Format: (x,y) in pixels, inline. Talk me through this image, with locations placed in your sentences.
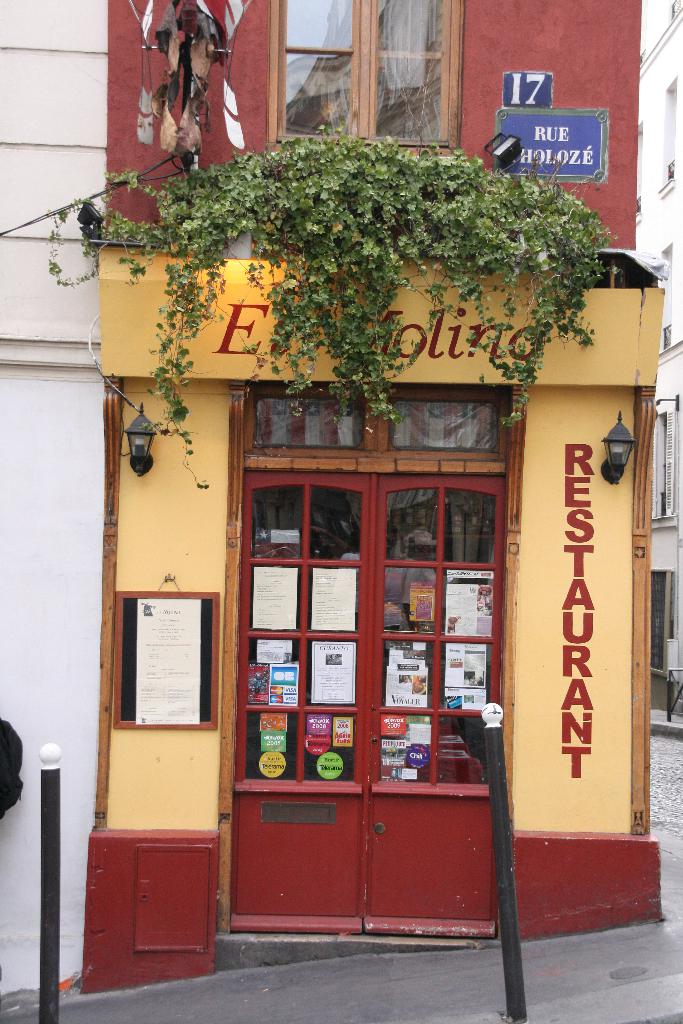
There are small poles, a stall (324,473), it seems like creeper (481,190) in the foreground area of the image (417,318) and a building (649,145) in the background (649,145).
